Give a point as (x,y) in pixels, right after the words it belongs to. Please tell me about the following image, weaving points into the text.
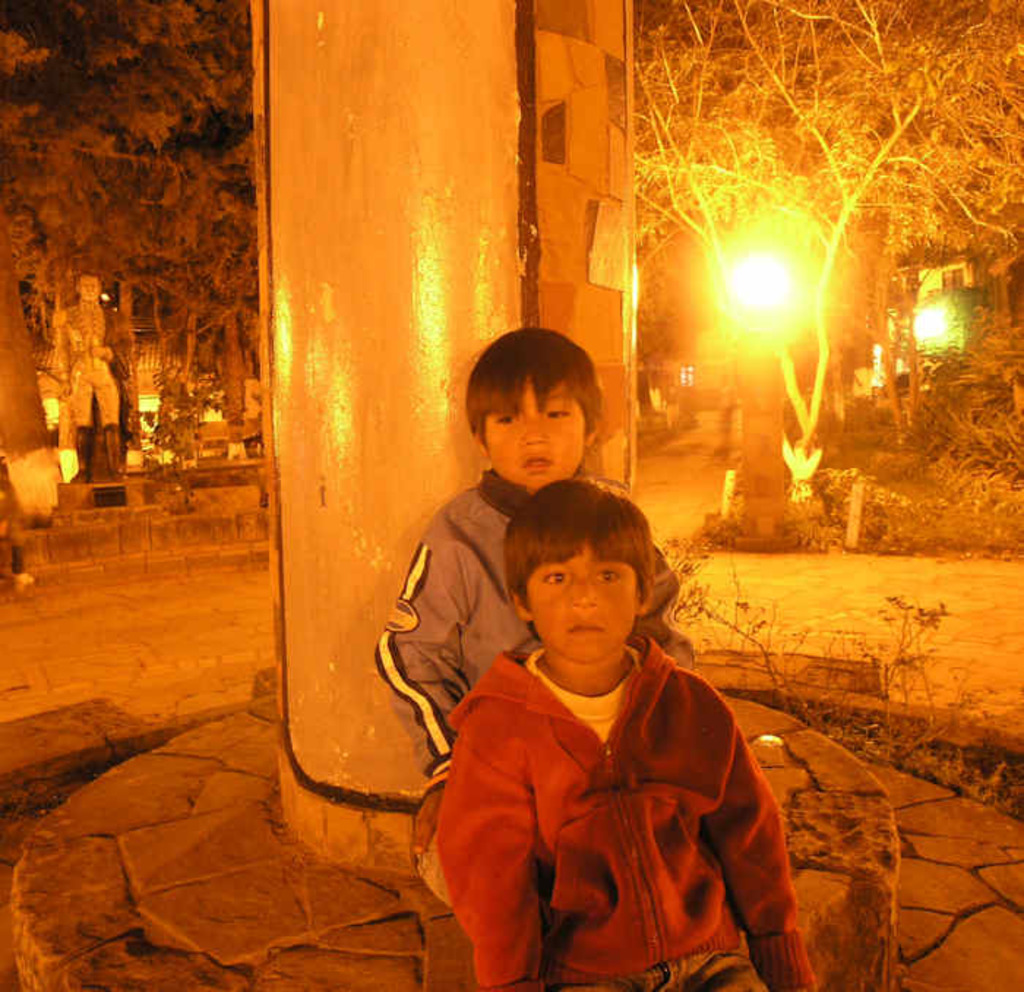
In this image we can see two persons (577,701), behind them it looks like a pillar (512,146), on the pillar (548,105), we can see some posters (554,152) and also we can see a statue (106,375), there are some trees (890,394), plants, lights (688,367) and houses (686,353).
